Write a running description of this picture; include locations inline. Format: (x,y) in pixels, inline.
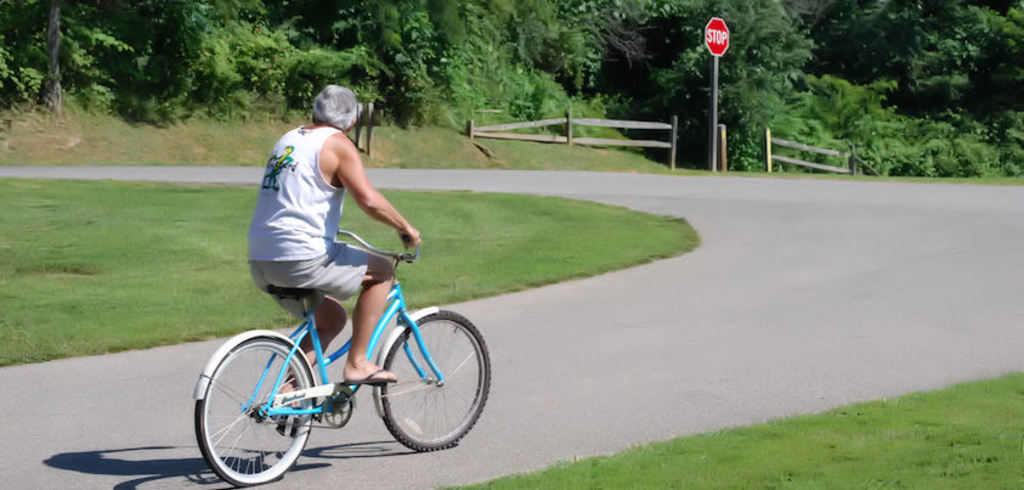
He's riding a bicycle (406,329). He's holding a handle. We can see in the background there is a tree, road (255,174) and stop board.
